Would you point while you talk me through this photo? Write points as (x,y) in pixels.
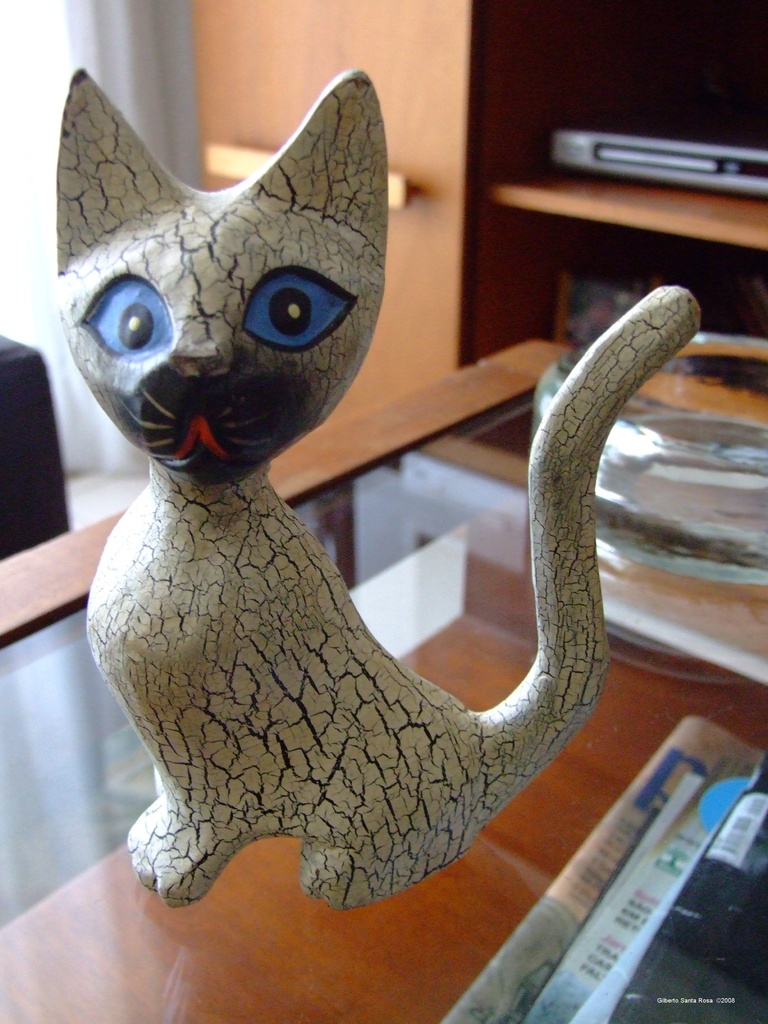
There is a cat sculpture (325,571) kept on the table (80,993) and behind table (311,516) there is a DVD Player (665,154) kept in the shelf (580,82) of a cupboard (563,124) and below the table (635,863) there are some files (659,937) and papers (678,821).
